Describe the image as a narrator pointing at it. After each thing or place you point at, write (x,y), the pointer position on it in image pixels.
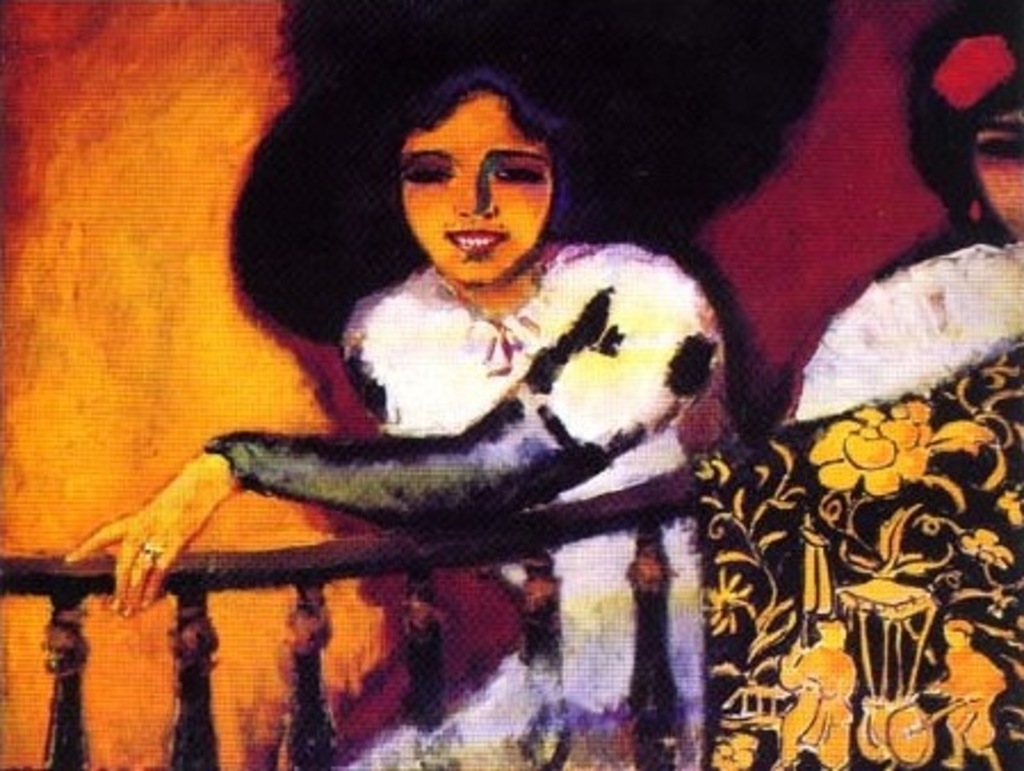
This picture seems to be an edited image and we can see the painting (533,268) of two persons (525,509) and we can see the painting (608,577) of many other objects (896,580).
